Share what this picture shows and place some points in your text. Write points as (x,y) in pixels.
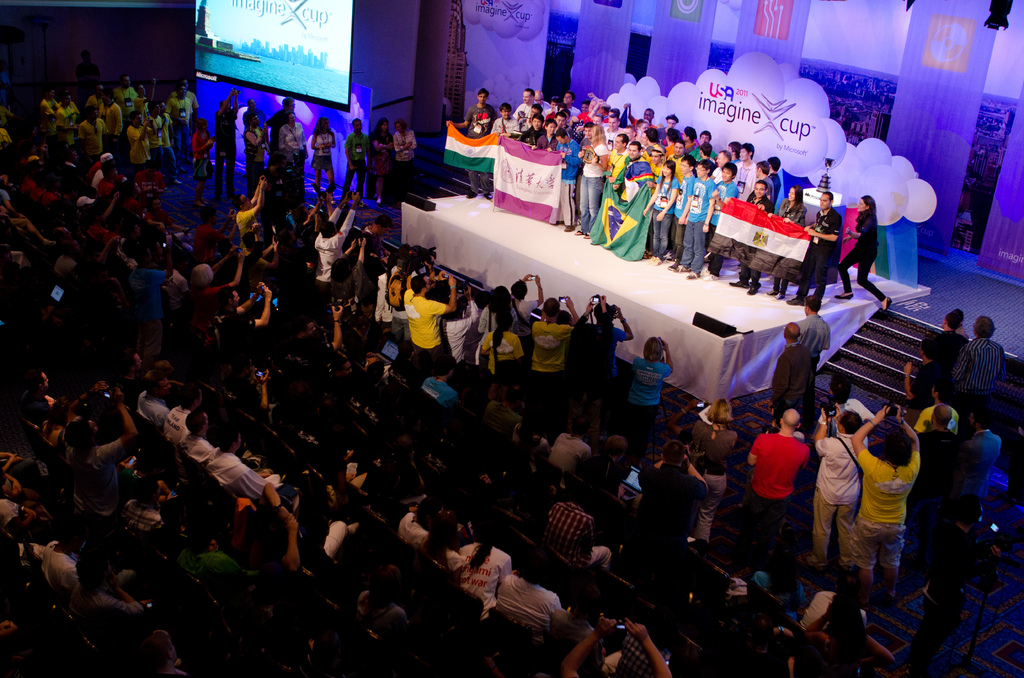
In this image, I can see a group of people (698,213) standing. Among them few people (619,191) are holding the flags (723,231). These are the stairs (879,354). I think this is a stage (594,255). I can see the banners (802,62) and hoardings (467,106). This looks like a screen (276,71) with the display (295,76). I can see groups of people (819,483) standing and few people (192,455) sitting.
